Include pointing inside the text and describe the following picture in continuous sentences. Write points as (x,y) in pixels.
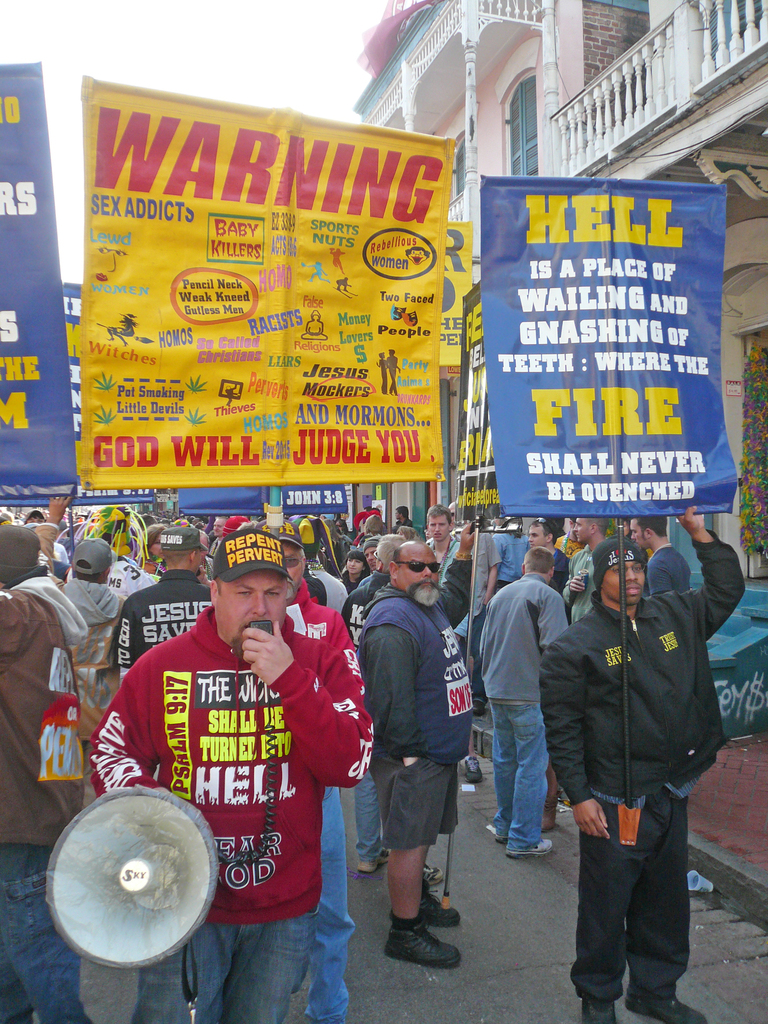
In this image there is a person (221,718) standing is speaking in a mic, behind the person (202,680) there are a few other people (408,560) holding placards (359,372), beside them there are buildings (499,94).
